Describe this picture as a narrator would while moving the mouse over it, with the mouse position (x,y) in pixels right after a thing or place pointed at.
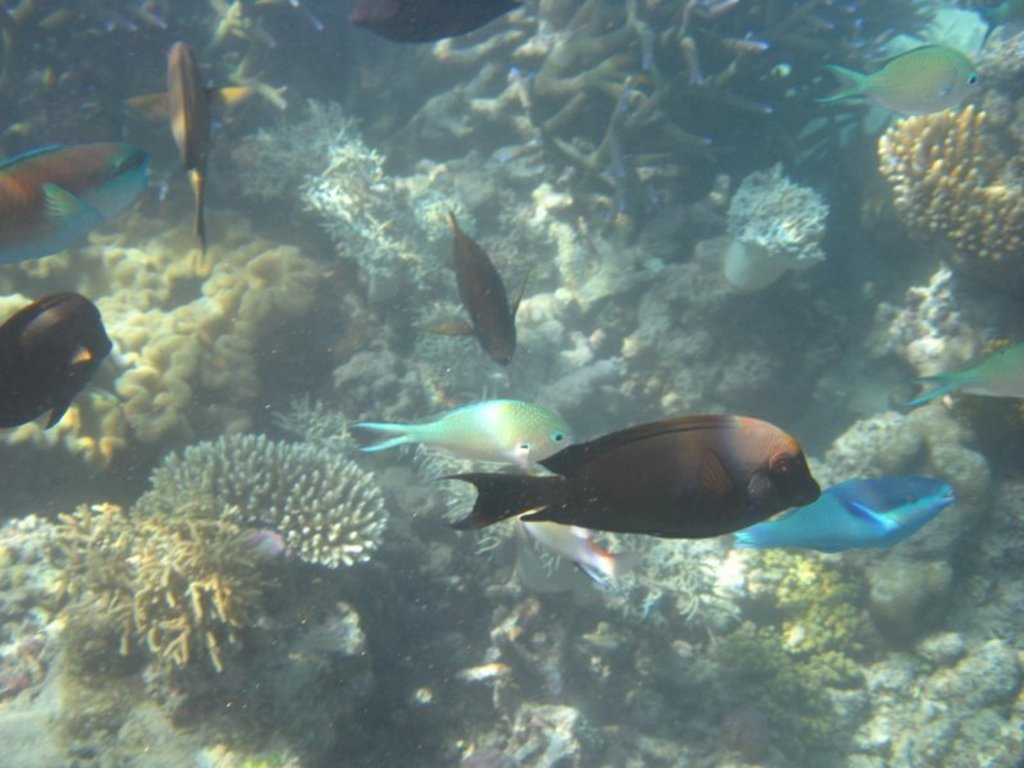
In this picture we can see fishes (561,517) and corals (661,325) in the water (364,575).
